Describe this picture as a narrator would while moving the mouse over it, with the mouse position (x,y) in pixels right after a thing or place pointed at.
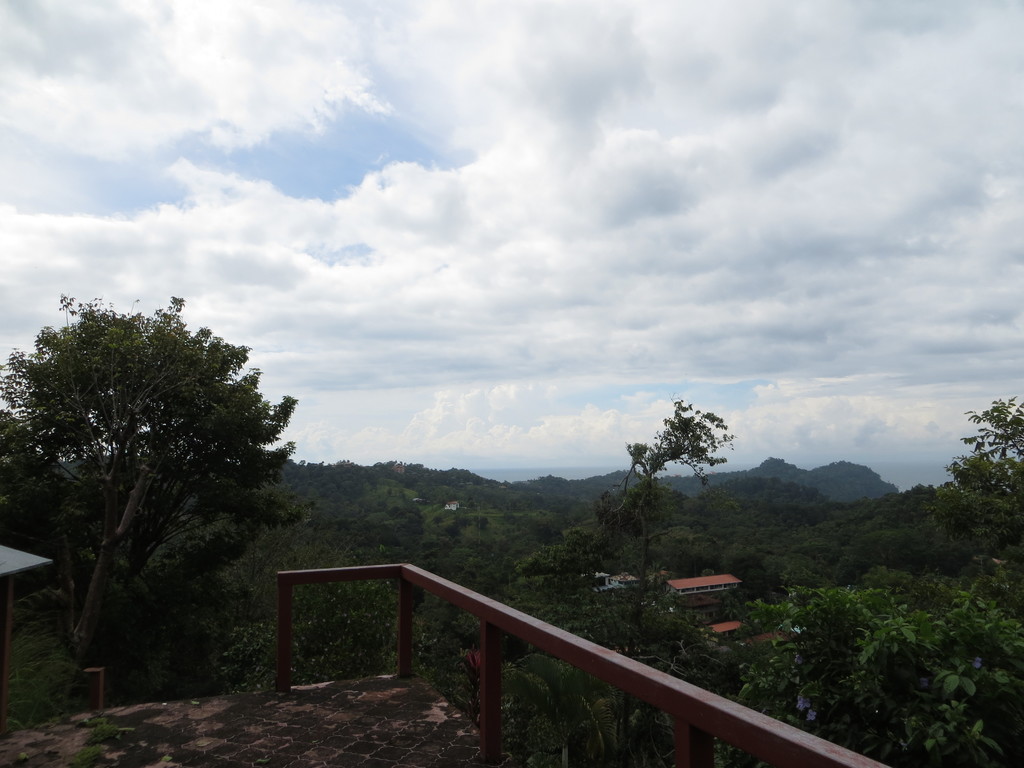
In this image we can see paved floor (217,722), fencing (466,587) and in the background of the image (517,541) there are some trees (582,537), houses (694,608) and top of the image (499,198) there is cloudy sky (464,236).
